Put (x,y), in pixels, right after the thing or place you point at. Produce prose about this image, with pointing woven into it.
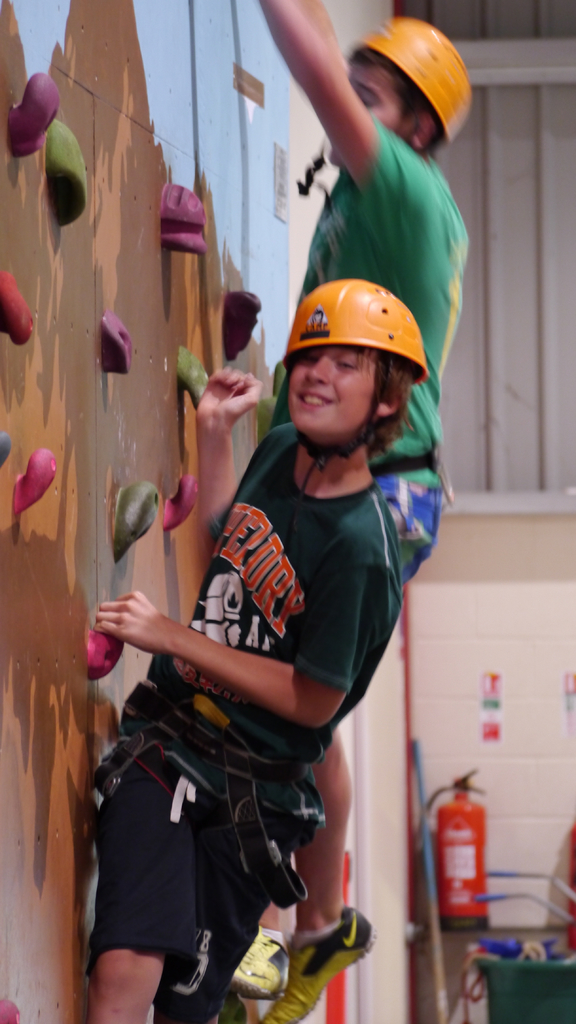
In this image I can see a person (115,985) climbing the wall (173,580), beside them there is a fire extinguisher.
